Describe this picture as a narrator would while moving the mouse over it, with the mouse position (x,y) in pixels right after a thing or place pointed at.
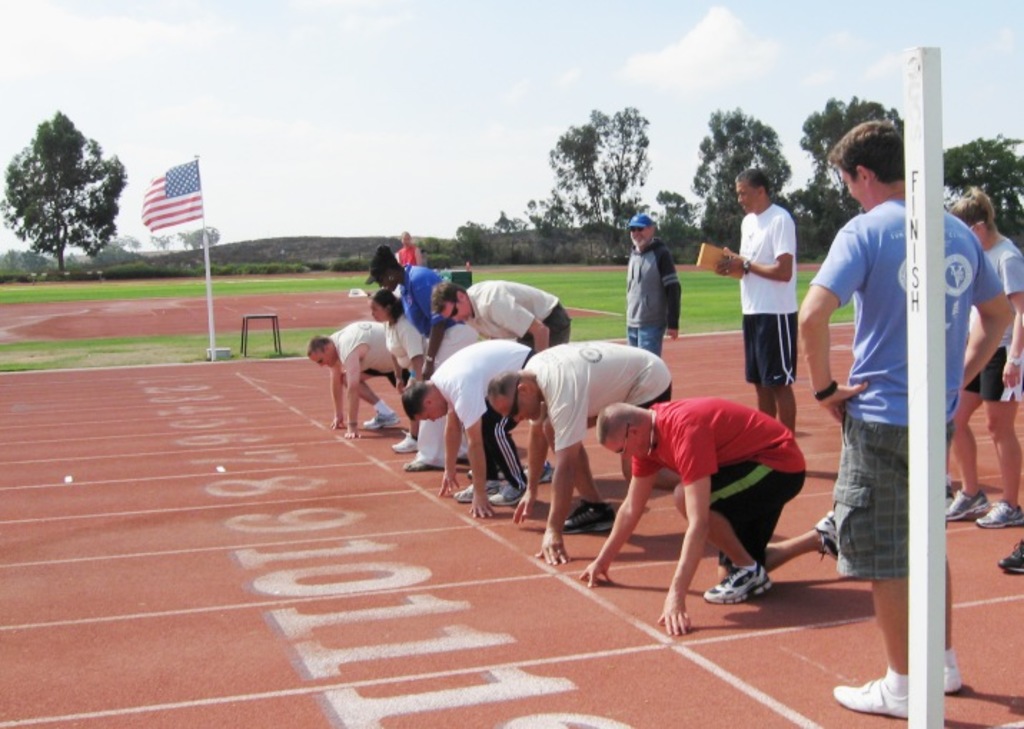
In this image on the right side (766,357) we can see few persons (813,373) are standing and few persons (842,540) are bending and we can see few persons (744,558) are in squat position on the ground (496,664) and we can see a pole (919,653). In the background (236,286) there is a flag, trees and grass (309,339) on the ground (64,508) and clouds (91,69) in the sky (360,85).
